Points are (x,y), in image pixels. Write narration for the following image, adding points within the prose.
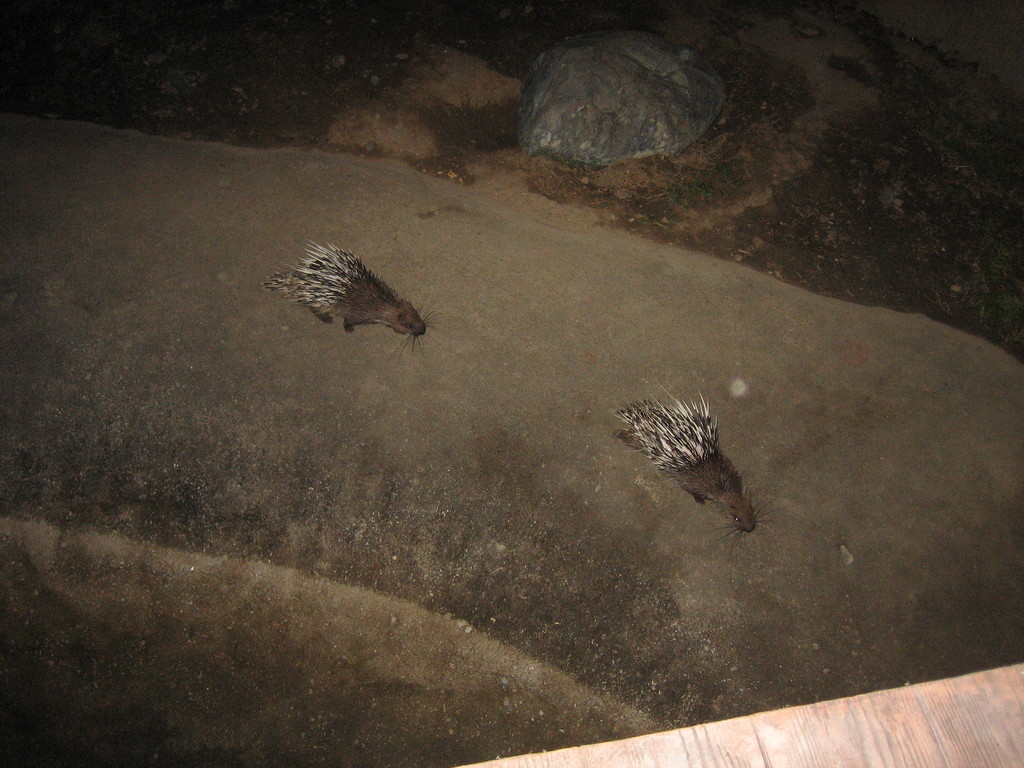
In this image we can see porcupines (661,434) on the ground (661,396).
